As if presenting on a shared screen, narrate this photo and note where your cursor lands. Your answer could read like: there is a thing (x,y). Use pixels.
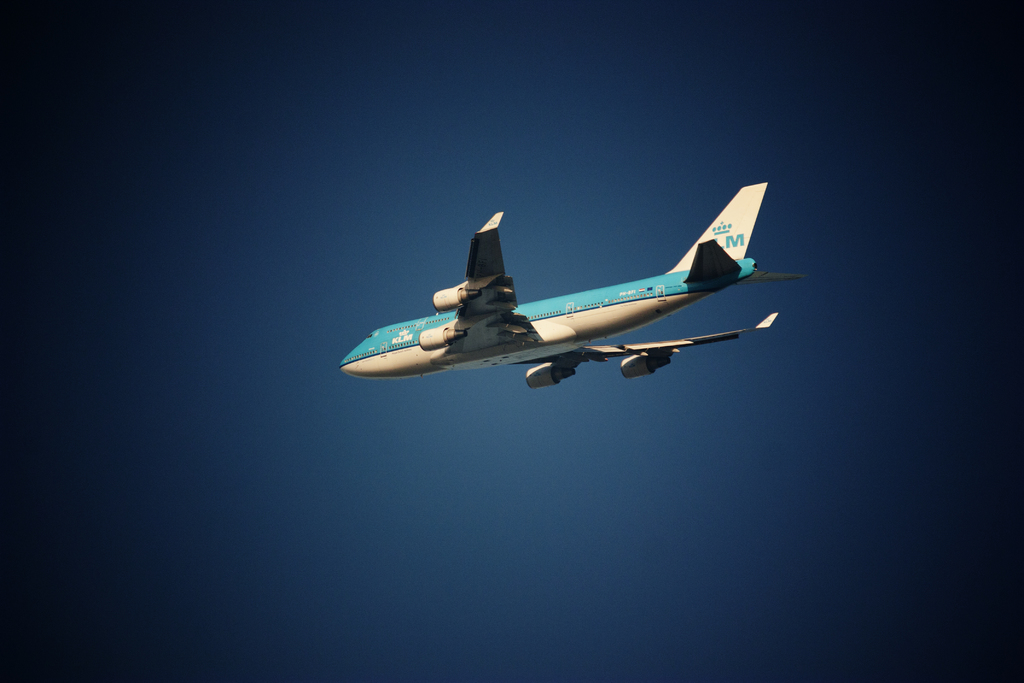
In this image there is an airplane (528,362) in the air (778,349). In the background of the image (449,203) there is sky (344,32).
